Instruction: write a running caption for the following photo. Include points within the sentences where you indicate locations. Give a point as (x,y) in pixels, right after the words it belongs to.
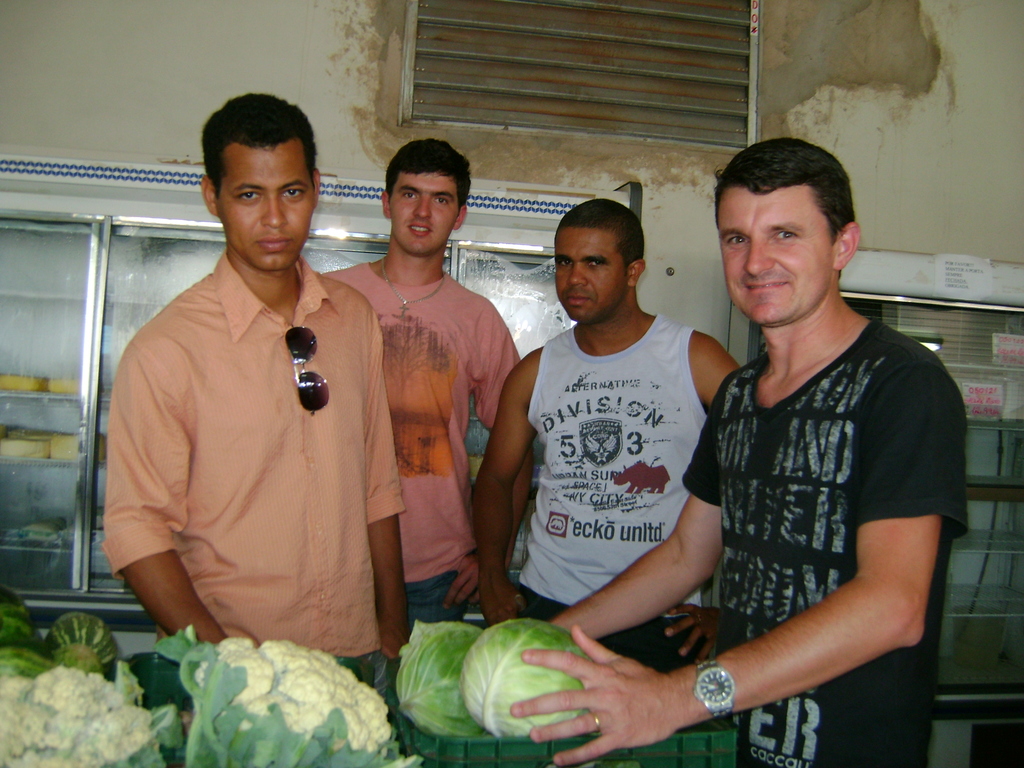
This image consists of four men (389,609). In the front (726,670), the man (941,479) wearing black T-shirt (908,485) is holding a cabbage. In the background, there are racks (78,416) in which there are many things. At the top (738,118), there is a ventilator (423,91) along with a wall (338,49).
